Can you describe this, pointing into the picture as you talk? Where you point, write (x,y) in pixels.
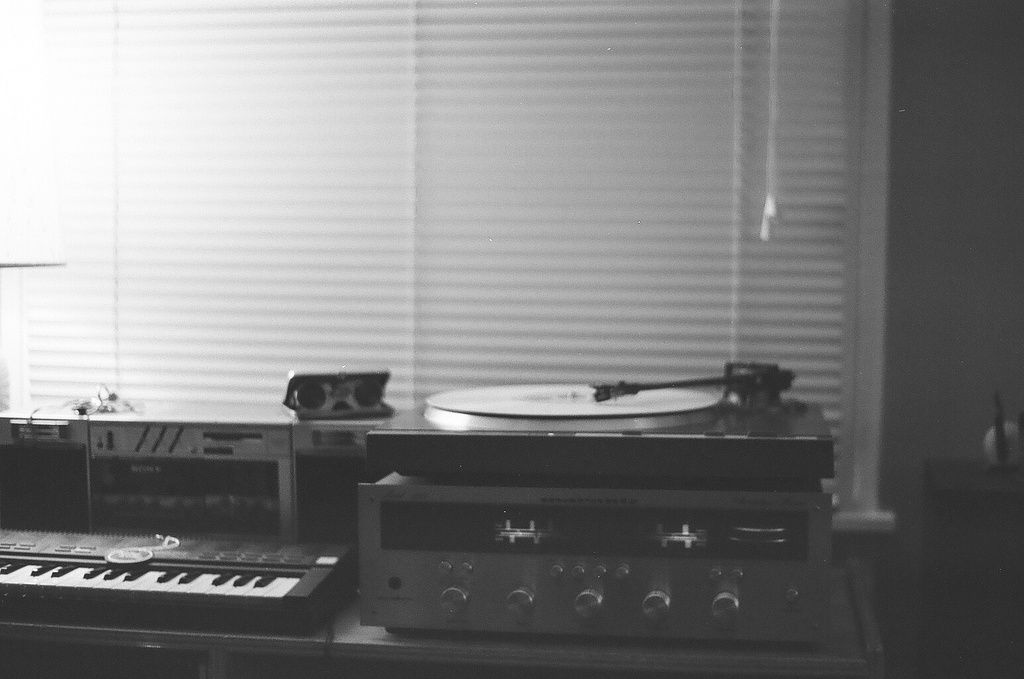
In this picture there is a piano (273,579), there is also a musical equipment (238,511), there is a record player (549,446), in the backdrop (938,57) there is a wall (949,133) and a window (471,211).
